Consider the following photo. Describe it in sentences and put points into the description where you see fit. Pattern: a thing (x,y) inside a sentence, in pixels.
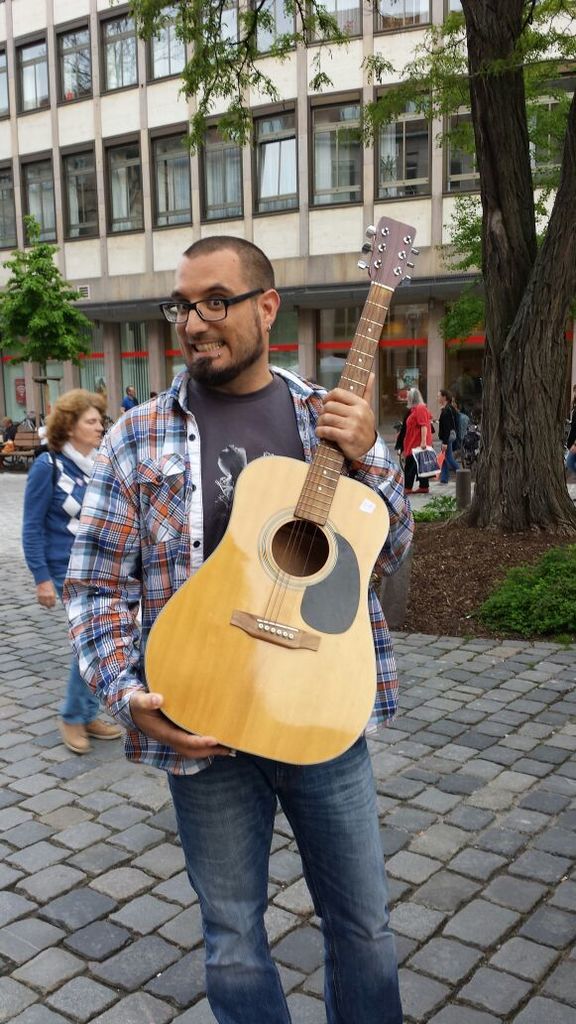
In this image there are group of people (258,440). In front (286,619) the man (211,544) is holding the guitar (285,515) at the back side (220,154) there is building (176,99) and a tree (490,92).
